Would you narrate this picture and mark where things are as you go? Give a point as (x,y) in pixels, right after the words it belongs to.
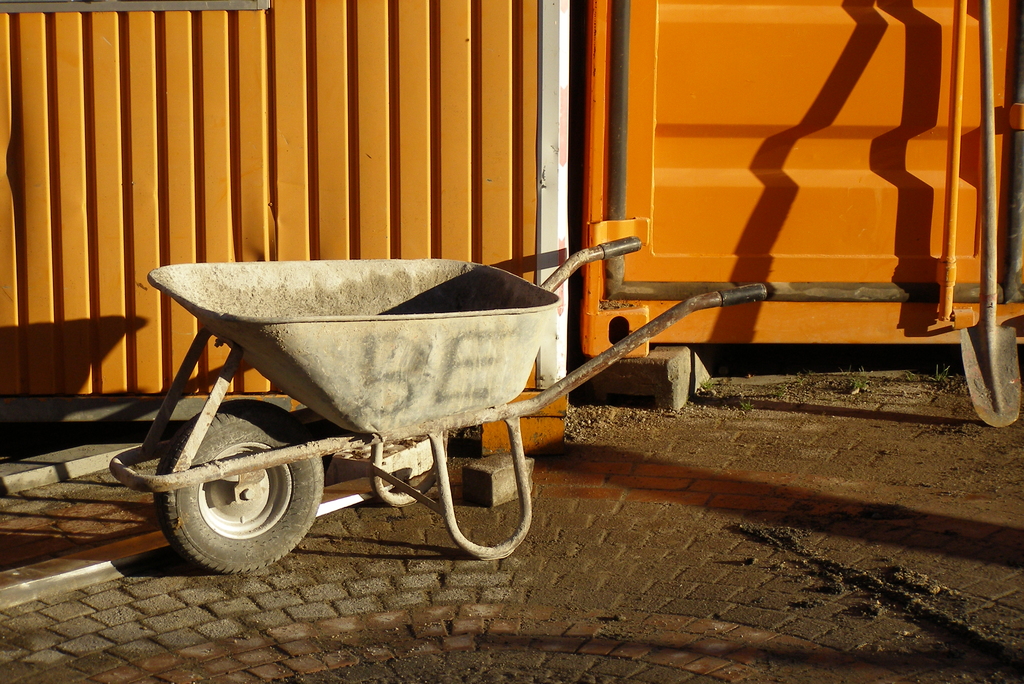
In this image there is one trolley (168,526) in middle of this image (396,304) and there is a iron gate (464,153) in the background (672,196) which is in orange color and there is a shovel (982,269) at right side of this image (985,255).
